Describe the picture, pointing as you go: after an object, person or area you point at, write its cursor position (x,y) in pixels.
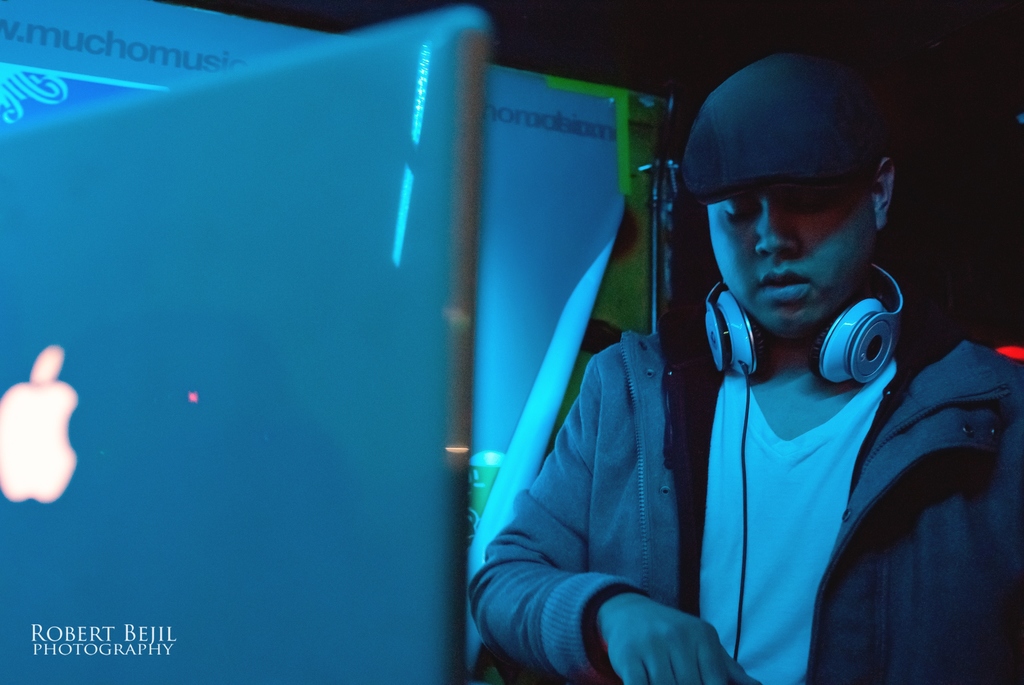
In this image there is one person (649,485) standing at right side of this image (770,479) and there is a headphone (852,351) on his neck (771,360) which is in white color. There is a apple laptop (279,434) at left side of this image (215,432). There is one watermark (115,644) at bottom left corner of this image (111,627). There is one board (562,145) in middle of this image (551,307).
